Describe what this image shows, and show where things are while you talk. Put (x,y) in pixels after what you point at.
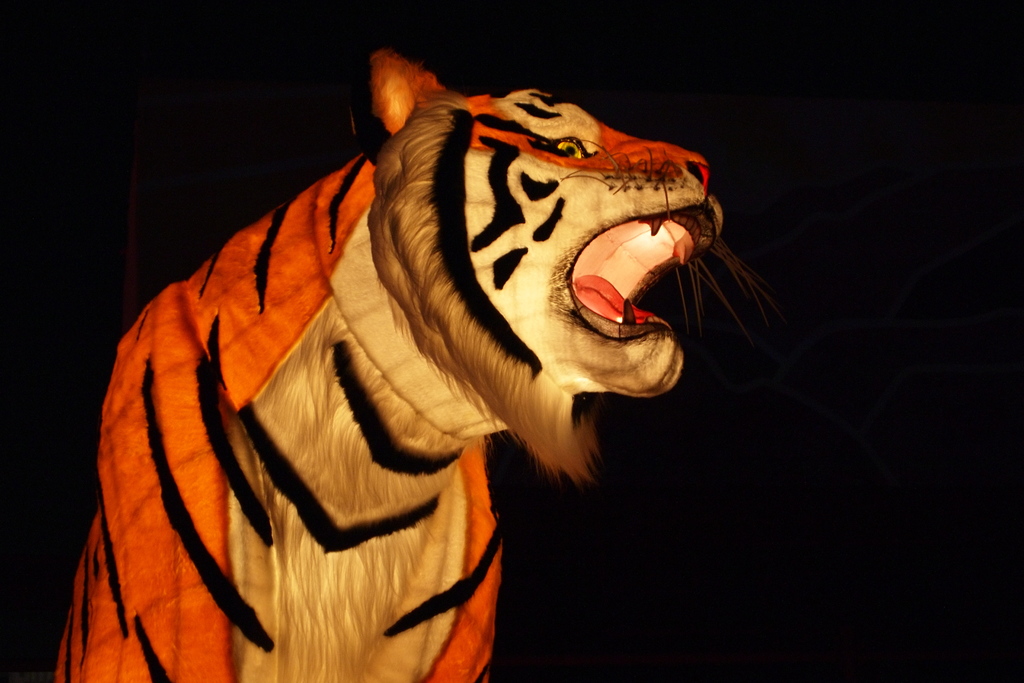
Here in this picture we can see a tiger lantern (473,243) present over a place (7,658).
